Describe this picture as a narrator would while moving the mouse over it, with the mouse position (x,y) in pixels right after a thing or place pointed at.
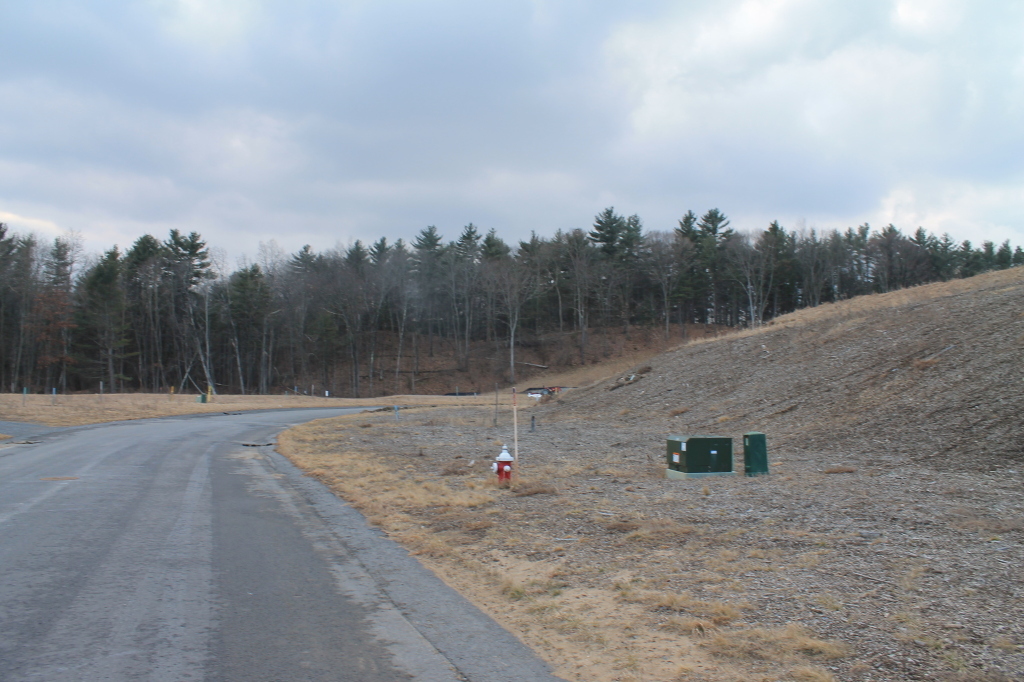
In this image I can see the road (139,584). To the right (706,467) I can see two boxes (731,461) and the fire hydrant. In the background (389,352) I can see the many trees (420,289), clouds (688,35) and the sky (527,77).
